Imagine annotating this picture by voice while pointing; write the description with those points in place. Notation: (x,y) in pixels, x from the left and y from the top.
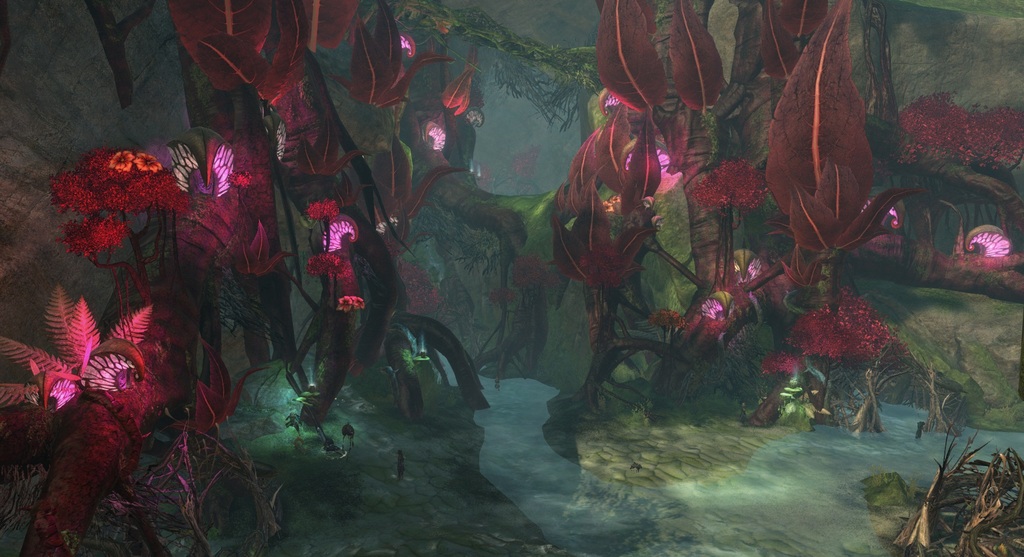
Here there are trees (737,120), this is water (787,487).
